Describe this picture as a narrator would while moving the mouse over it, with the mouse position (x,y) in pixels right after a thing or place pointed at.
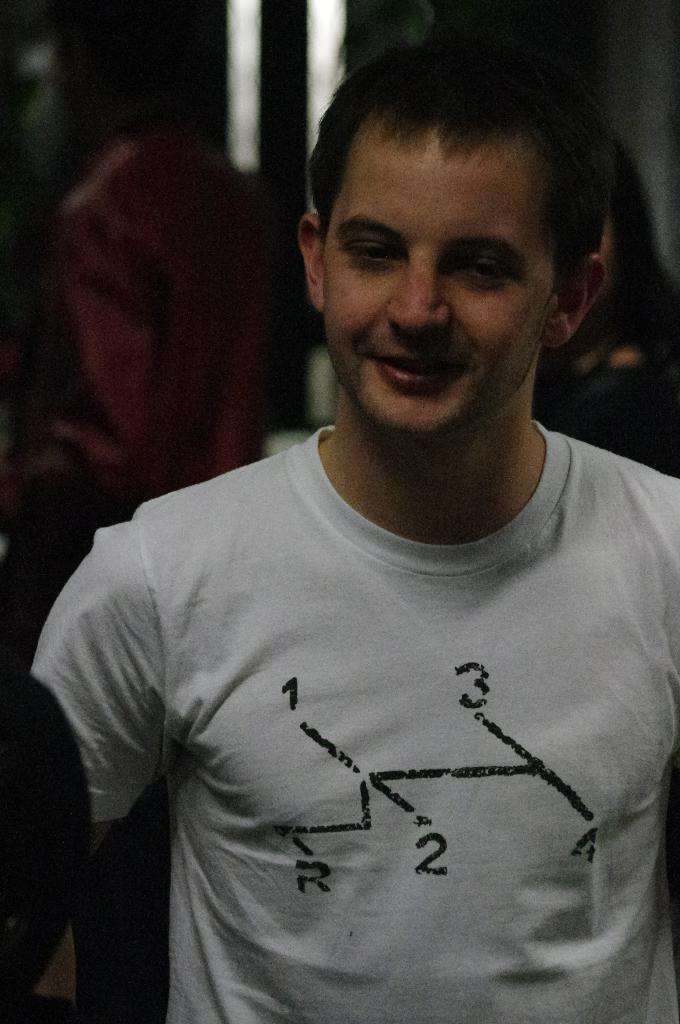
In this image in the foreground (639,642) there is a man (302,488) wears white T-shirt (545,599) and having black hair (546,159).
